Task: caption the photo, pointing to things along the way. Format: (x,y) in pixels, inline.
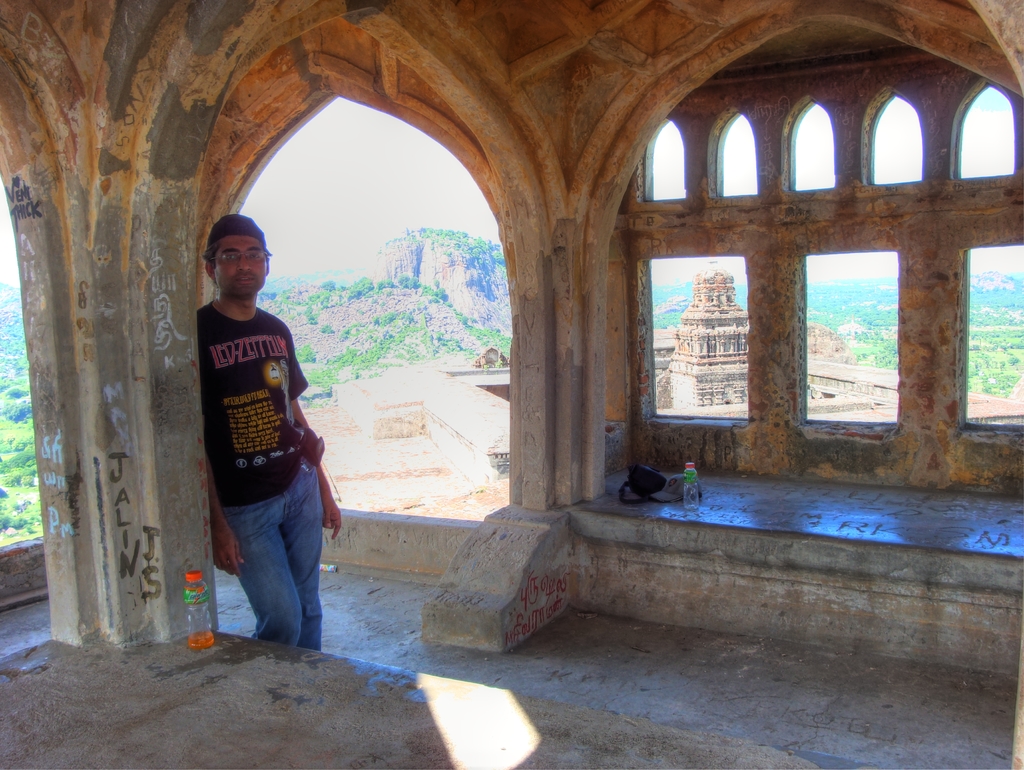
In this image I can see the person (221,398) is standing and leaning on the pillar (138,81). I can see the bag (641,494) and two bottles (198,603) on the surface (804,486). Back I can see the temple (736,386), trees (372,289) and rocks (298,318). The sky (300,203) is in white color.
